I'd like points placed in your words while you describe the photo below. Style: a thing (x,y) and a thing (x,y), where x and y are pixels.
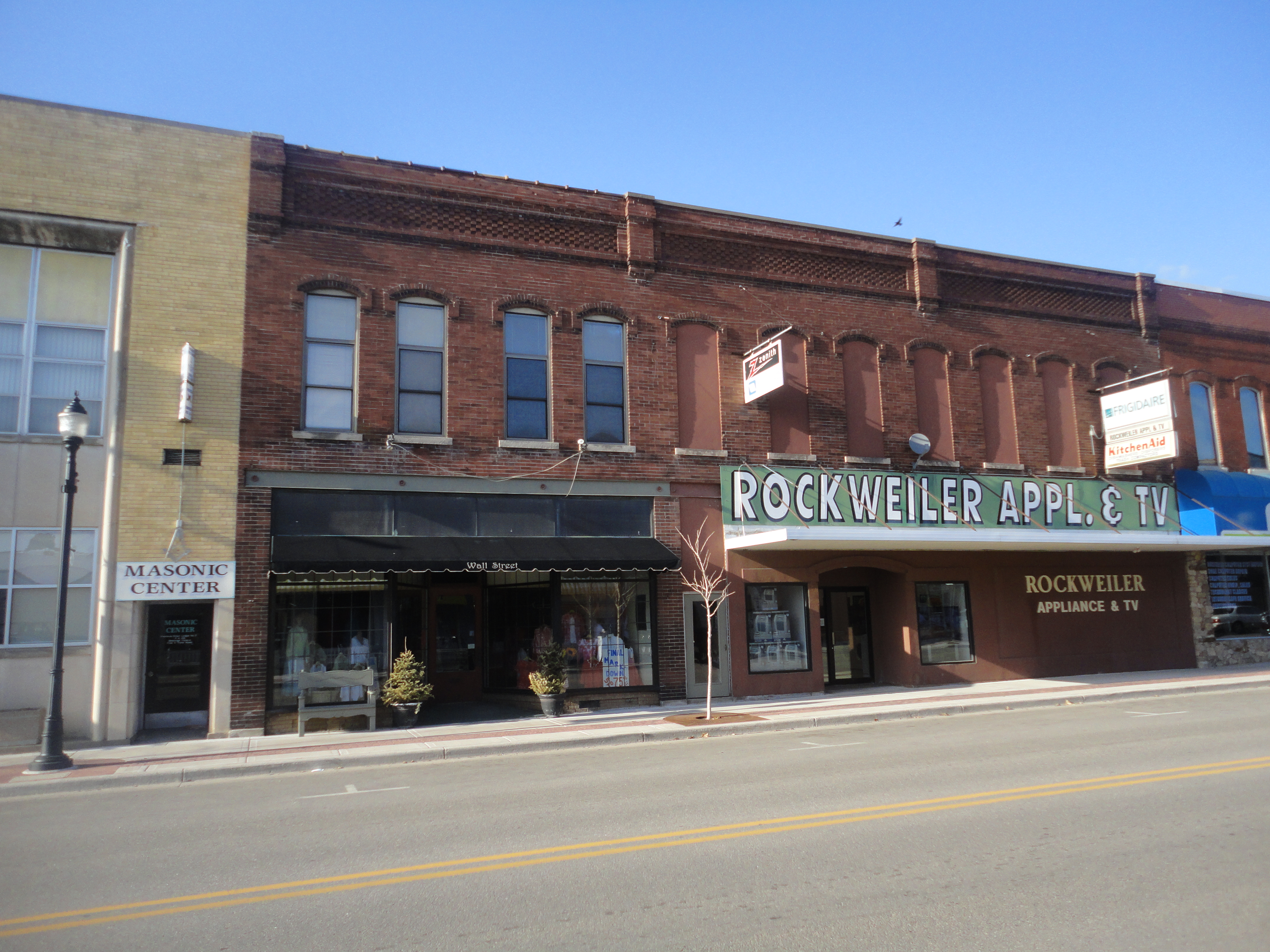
This picture is clicked outside. In the foreground (754,819) we can see the road (1246,794) and in the center (811,503) there is a text (1068,491) on the building (1115,621) and we can see the boards (1124,418) are attached to the wall (711,315) of a building (715,296) and we can see the house plants (408,677) and many other objects (697,652). On the left (64,423) there is a light (79,443) attached to the pole (71,545) and we can see a building (185,138). In the background (349,49) there is a sky (1198,66).
